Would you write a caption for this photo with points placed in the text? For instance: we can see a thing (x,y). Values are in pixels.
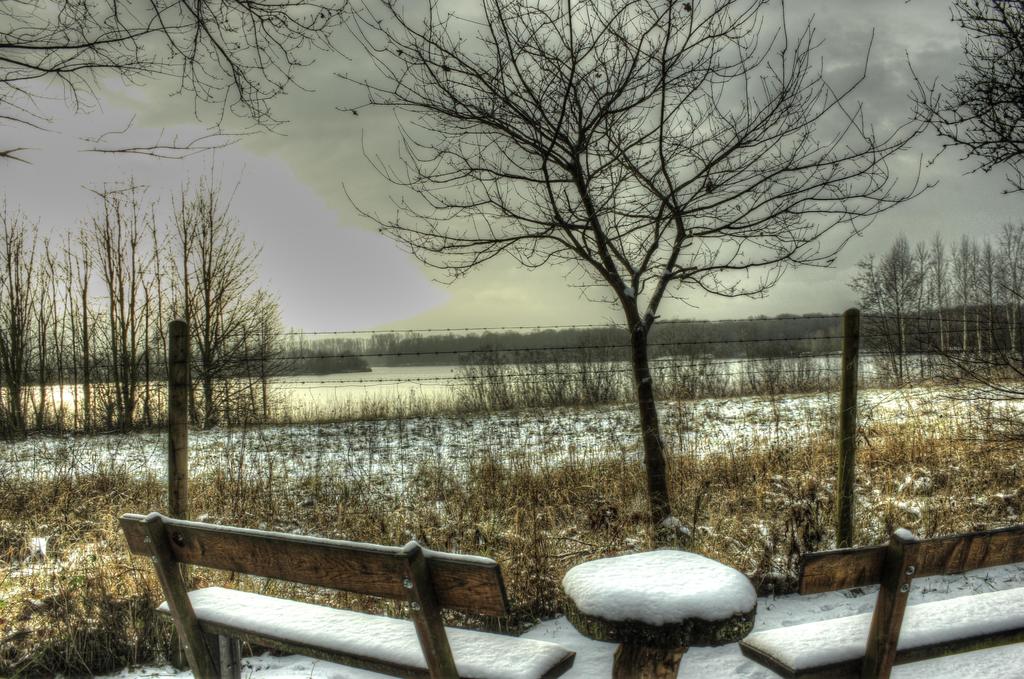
In this image, there are a few trees (653,499), plants (506,607). We can see the ground (828,598). There are a few benches (898,613) and a table (661,660). We can see some snow (573,635) and the fence (174,431). We can see some grass (832,476) and the sky (619,217) with clouds (830,0).
